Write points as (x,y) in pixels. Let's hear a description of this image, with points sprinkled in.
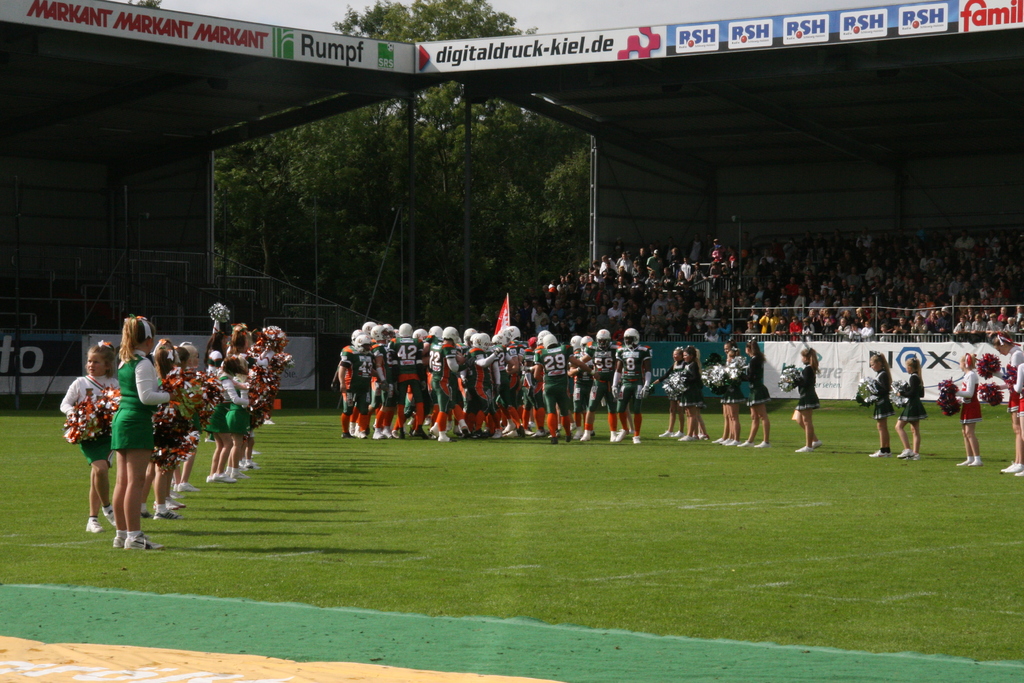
In this image there is a ground (318,472), on that ground (542,490) there are players (509,398) and cheer girls (131,430) standing, in the background (894,300) there are sitting on chairs (911,284), at the top (653,83) there is a roof (115,69) and there is some text (123,15) and there are trees (423,174).
